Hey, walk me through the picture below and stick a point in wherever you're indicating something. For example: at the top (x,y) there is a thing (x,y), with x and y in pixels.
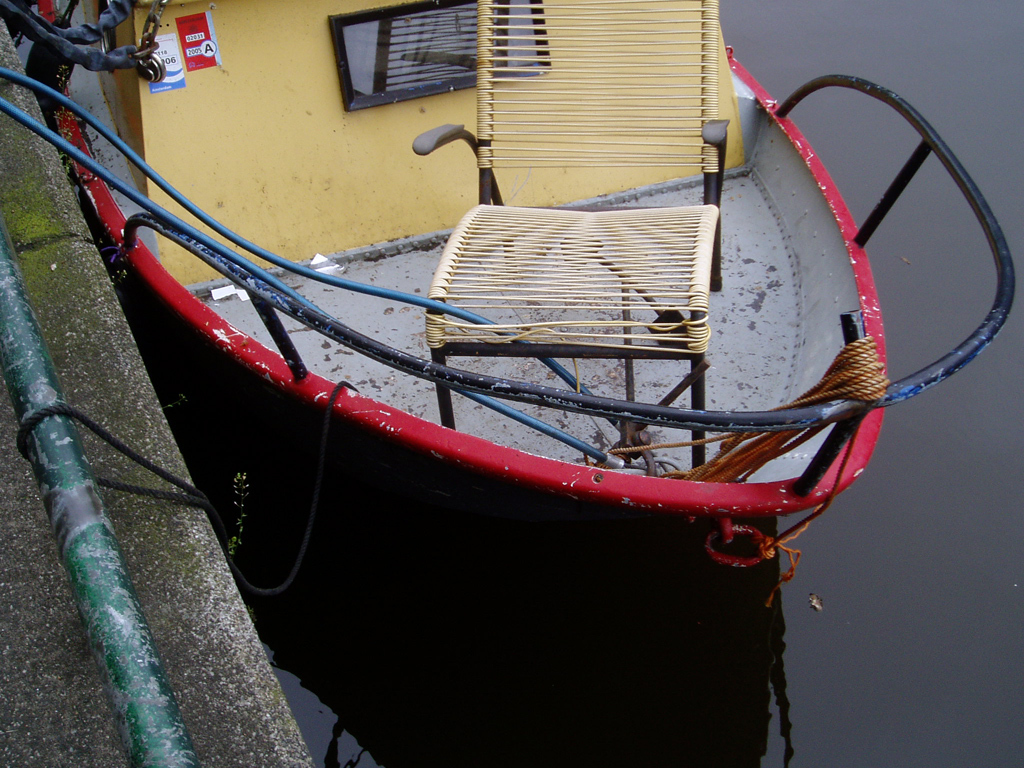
In this picture I can see a boat (686,376) on the water surface (823,624).
